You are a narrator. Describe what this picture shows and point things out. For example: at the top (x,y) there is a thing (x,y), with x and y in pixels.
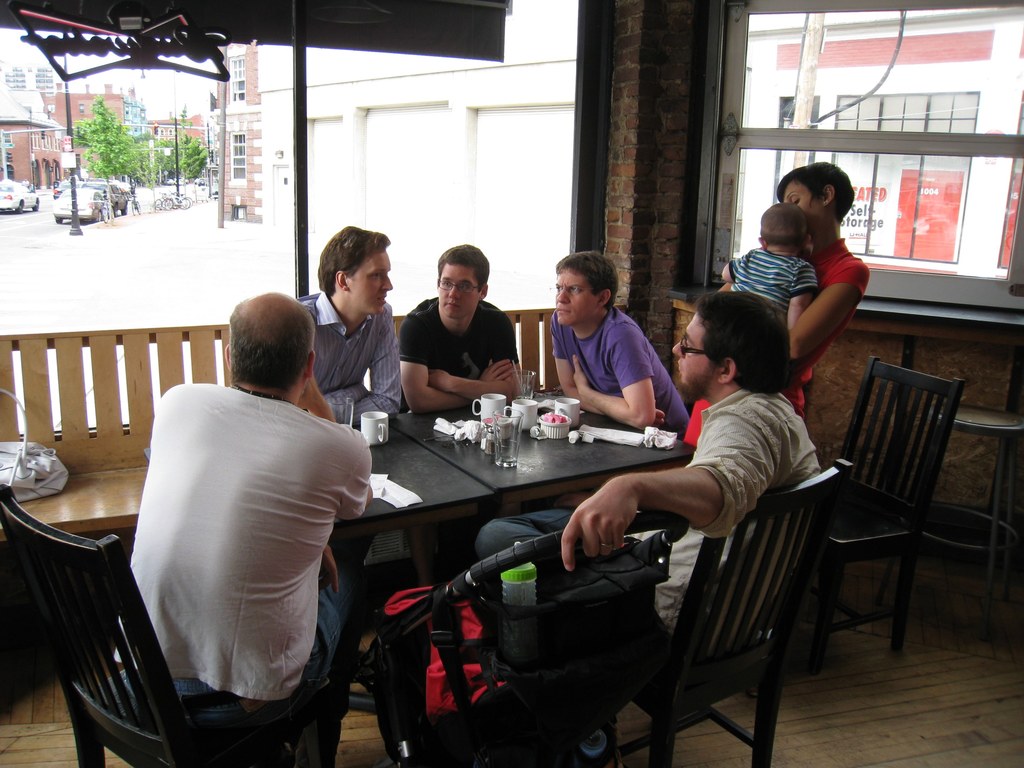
In this Image I see men (569,281) who are sitting on chairs (116,746) and this woman (791,193) is holding a baby (793,293) and standing. In the background (818,101) I see the buildings (425,63), trees (187,159), cars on the path (165,215) and I can also see there are cups (372,427) and glasses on the table (416,504).
